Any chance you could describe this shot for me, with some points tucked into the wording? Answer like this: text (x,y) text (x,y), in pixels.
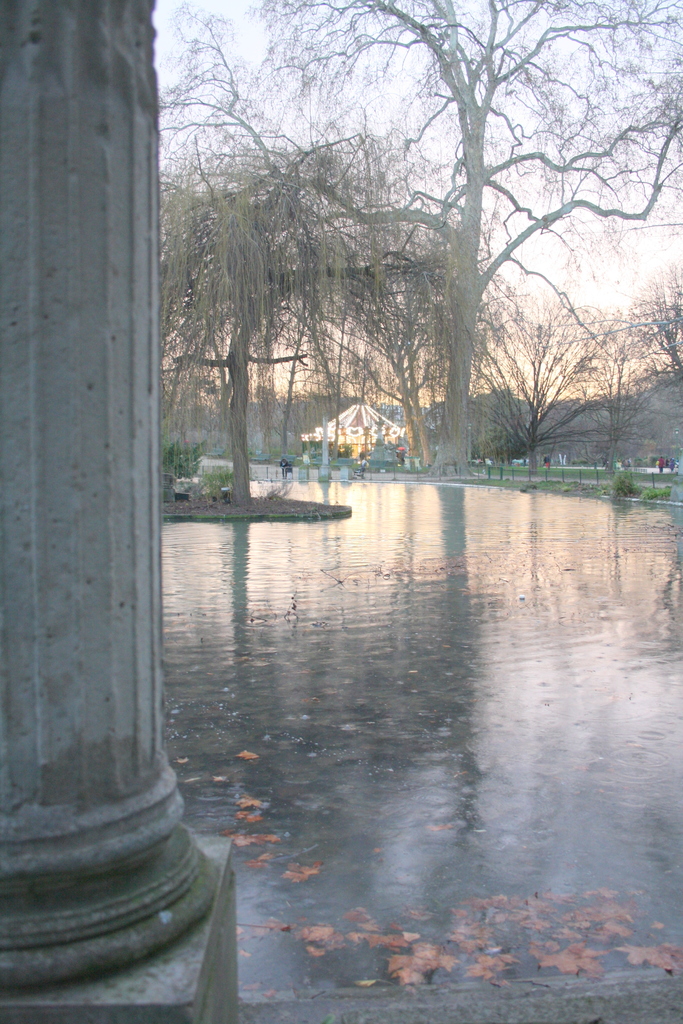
In this image I can see a pillar (56,679) in grey color. Background I can see trees (368,195) in brown color, water (431,666), and sky (368,49) in white color.
